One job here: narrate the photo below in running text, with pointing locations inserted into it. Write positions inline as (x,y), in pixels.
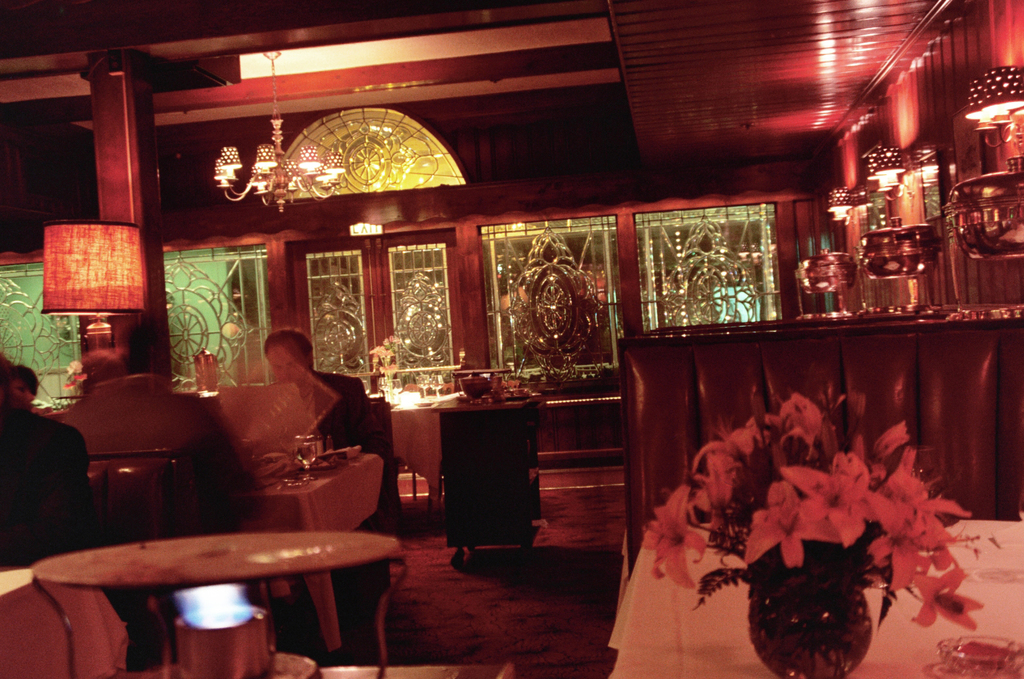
Here in this picture the place look like a restaurant (591,400). There are two men (339,405) sitting in front of the table (321,478). There is a lamp (121,287). There is a light (255,176). There is a window (519,268). There are some vessels (879,246). There is a flower pot (866,564). There is a serving cart (518,470).
